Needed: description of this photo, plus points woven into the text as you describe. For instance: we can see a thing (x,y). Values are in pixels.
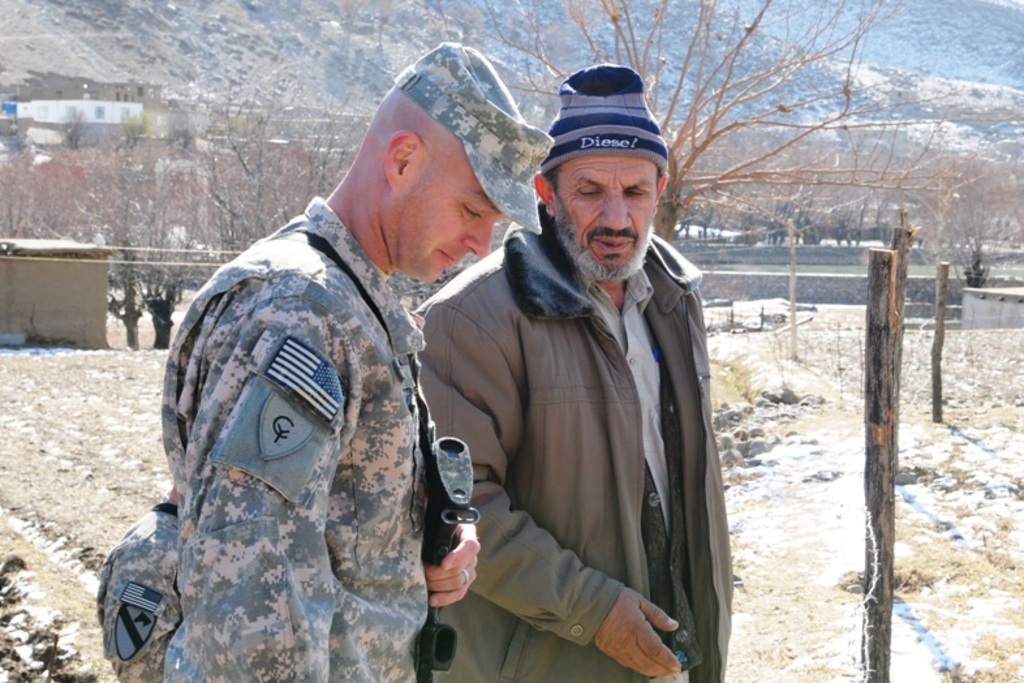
In this picture we can see two persons (527,421). There are wooden sticks (867,433), trees (231,163), buildings (47,126), and wall (1002,307).
